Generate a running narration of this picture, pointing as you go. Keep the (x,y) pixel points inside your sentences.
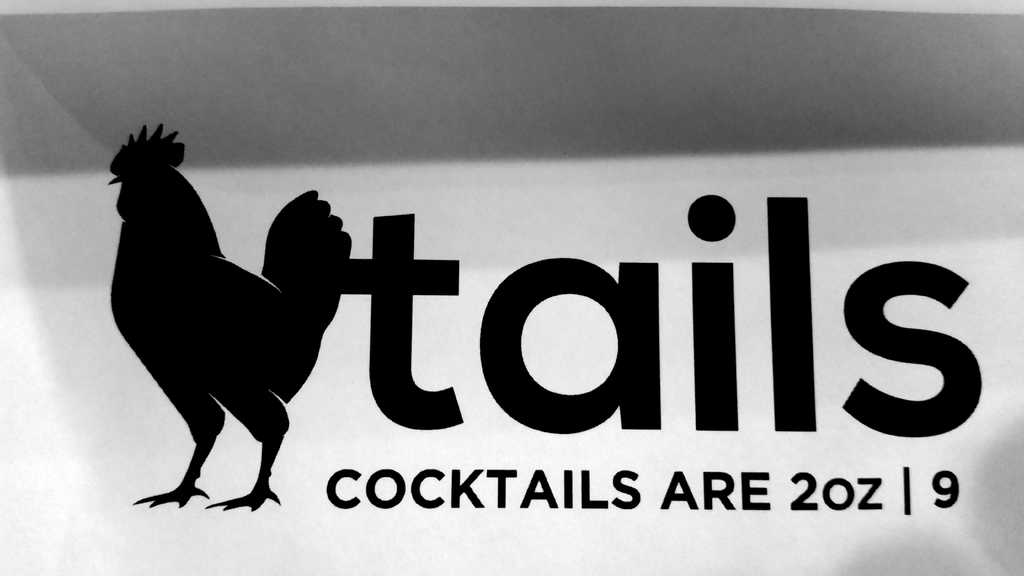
In this image there is a black hen (295,284) with black color text (946,502) and the background (143,454) is white.
